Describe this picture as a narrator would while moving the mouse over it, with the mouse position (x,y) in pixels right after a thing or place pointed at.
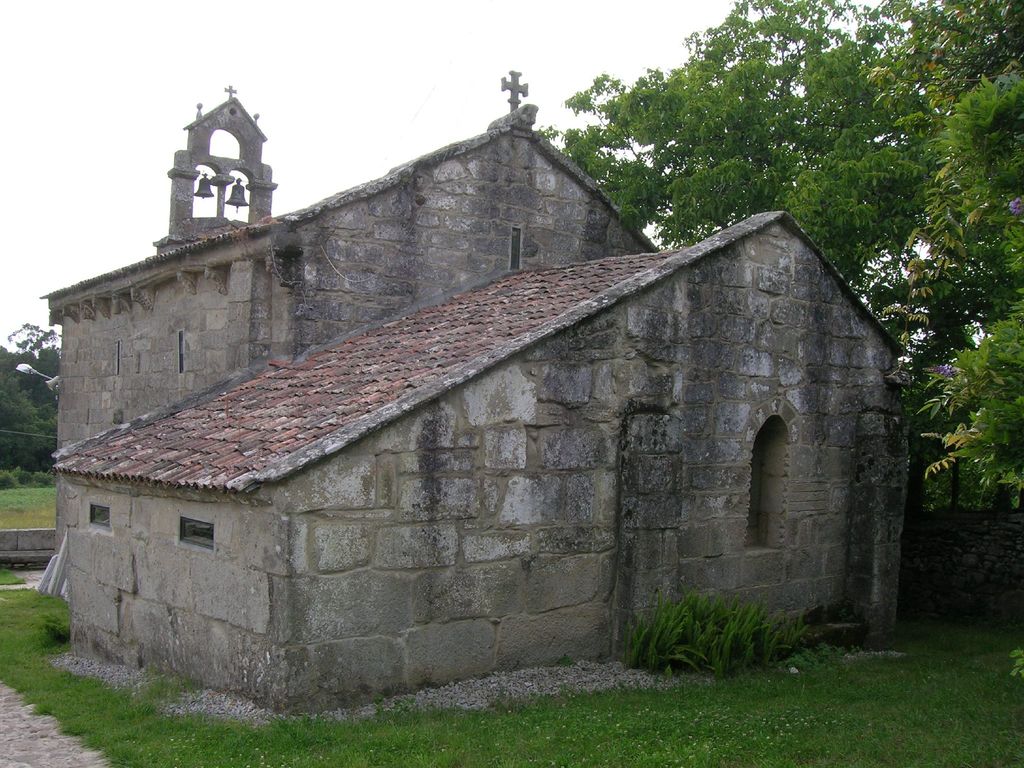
In this picture, we can see house (541,408) with windows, we can see some objects (258,162) on top of the house (258,153), we can see the ground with grass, and some objects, we can see trees (832,95), plants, lights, wire (50,438), and the sky (136,94).
